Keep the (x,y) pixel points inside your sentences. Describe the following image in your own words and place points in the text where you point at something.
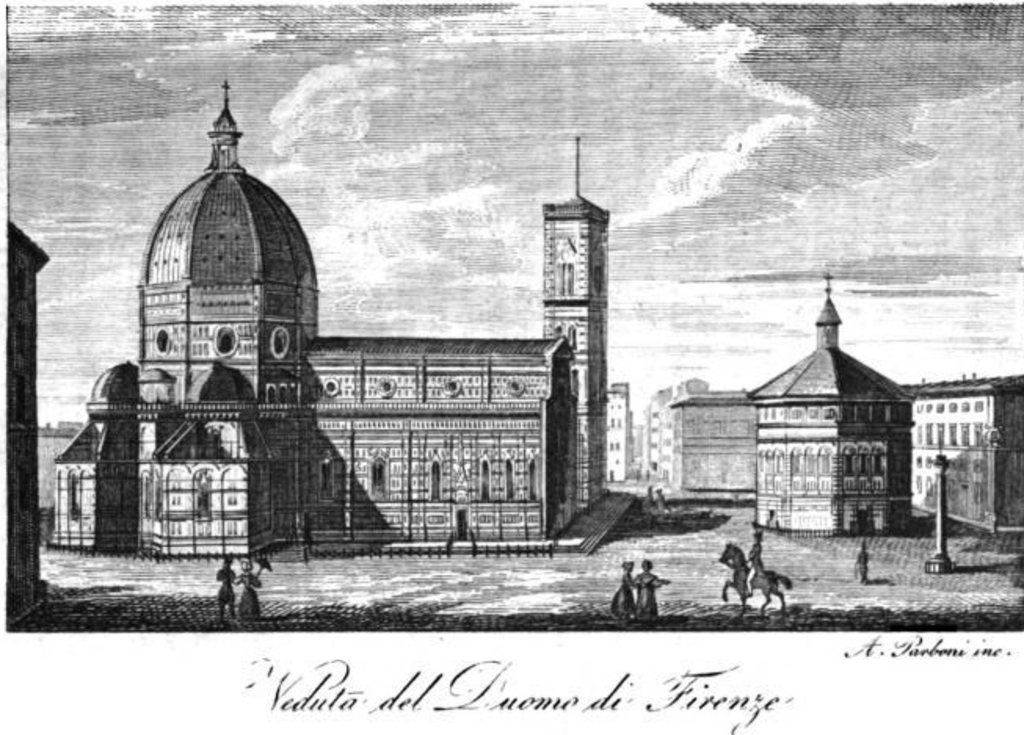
This is a black and white painting with something written on that. In this there are buildings (395,428), people (629,575). Also there is a man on a horse (765,591).
